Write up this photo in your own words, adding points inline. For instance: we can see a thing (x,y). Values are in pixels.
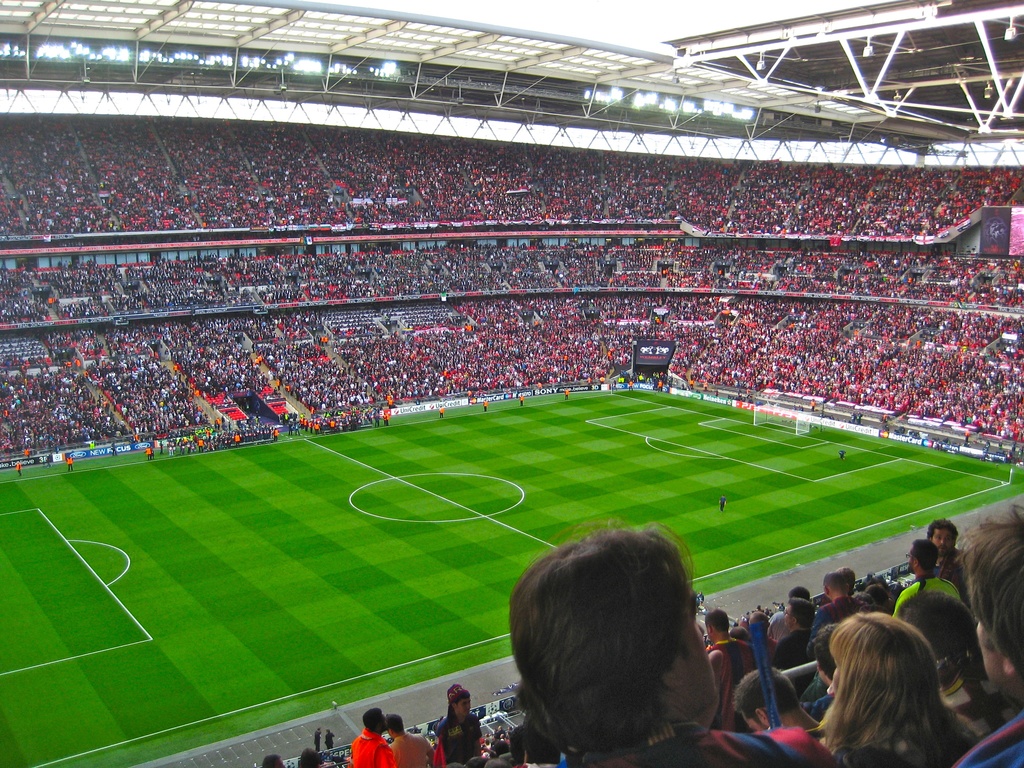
In this image I can see a football stadium (483,329). In the centre (480,428) I can see football ground (460,477) and around it I can see number of people (966,184). On the top side of this image (72,54) I can see number of lights (765,64).
